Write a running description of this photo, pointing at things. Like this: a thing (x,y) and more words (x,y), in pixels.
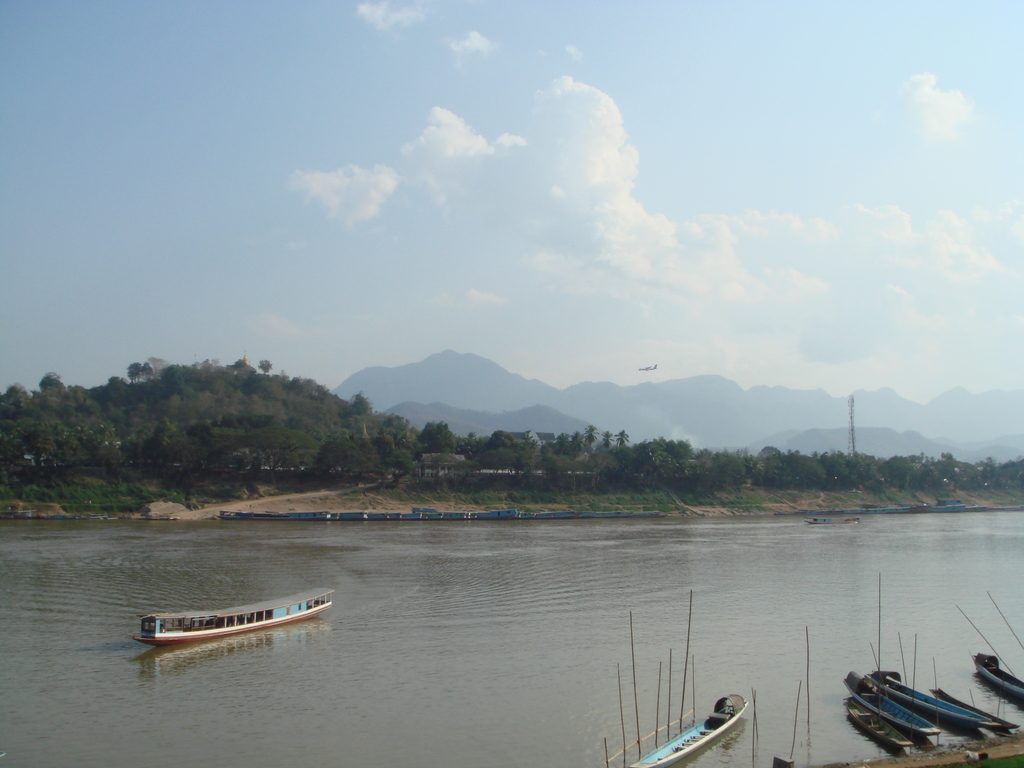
In this image there is a river (614,637) on that river (376,653) there are boats (217,632), in the background (896,439) there are trees (477,441), mountains (473,425) and a cloudy sky (445,205).
